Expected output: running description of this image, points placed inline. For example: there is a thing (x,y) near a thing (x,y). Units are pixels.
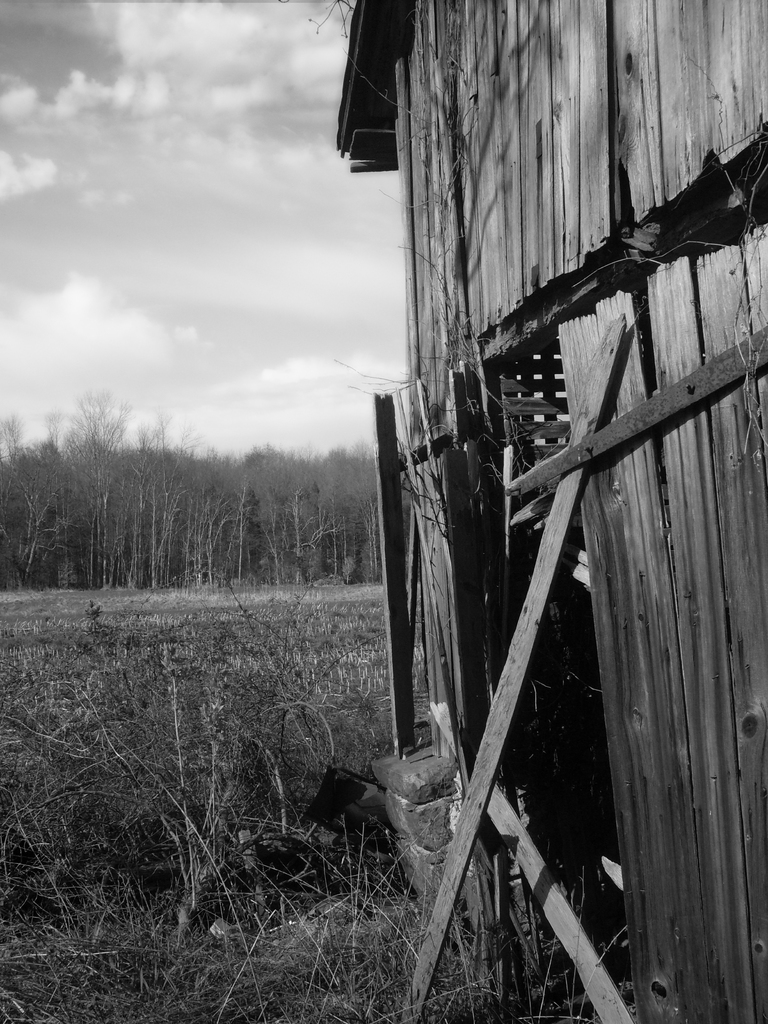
In the picture we can see a wooden house (623,618) with some sticks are broken into the wall (658,378) and beside it, we can see a grass surface (461,1009) with grass plants (457,959) and in the background (65,181) we can see a sky (263,315) with clouds (189,136).
